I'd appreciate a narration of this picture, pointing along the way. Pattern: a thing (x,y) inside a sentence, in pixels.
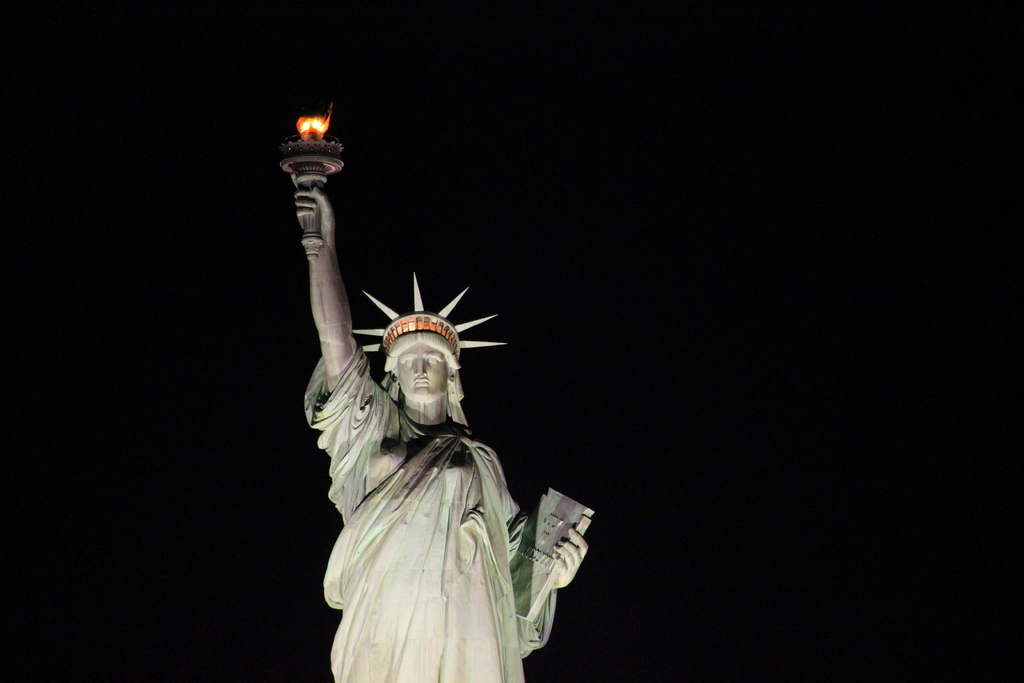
In this image I can see it is the statue of liberty (460,485) in white color and there is a light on it.
